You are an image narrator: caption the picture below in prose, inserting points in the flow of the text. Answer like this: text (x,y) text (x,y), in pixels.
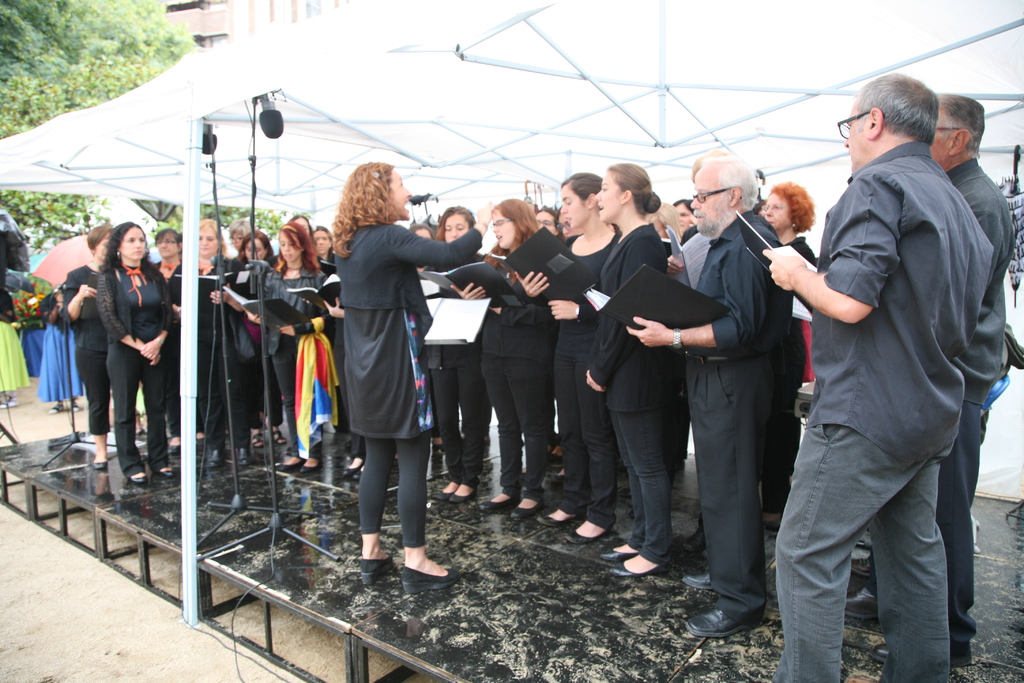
People (796,352) are standing on the stage (636,613) and singing. They are wearing black dress (373,346) and there is a white tent (179,110). At the back (55,376) there are other people (55,376), tree (76,15) and a building (211,13).
